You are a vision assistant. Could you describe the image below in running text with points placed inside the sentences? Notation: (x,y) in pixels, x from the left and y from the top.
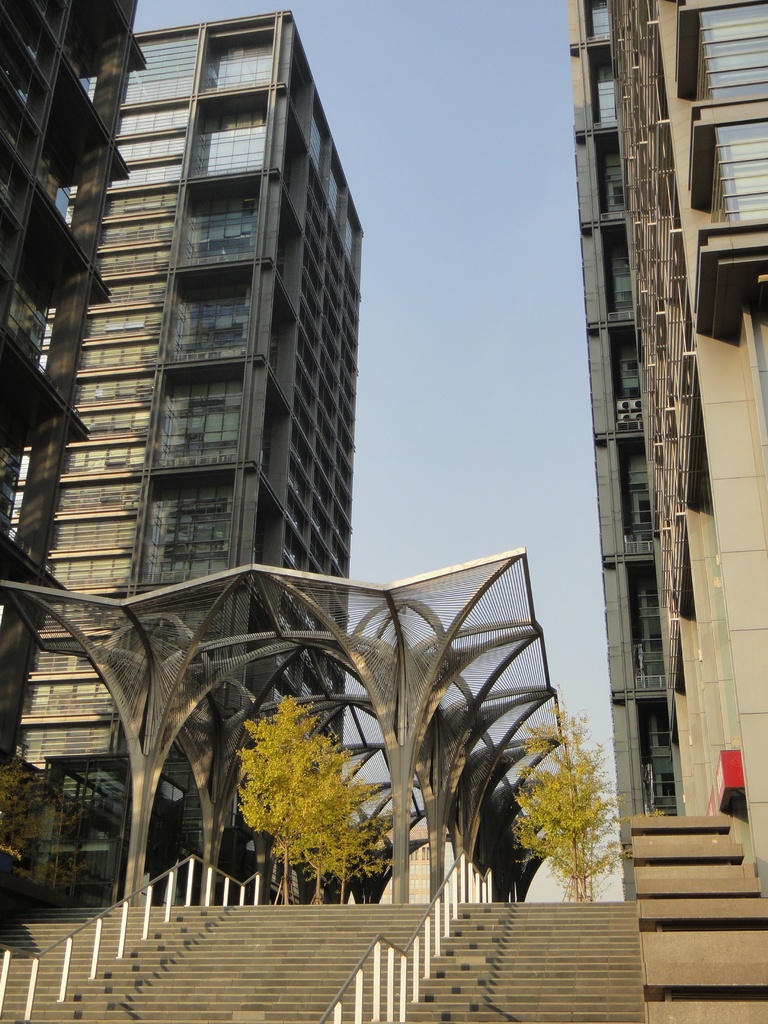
Here we can see steps (482,914), trees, and buildings (8,664). In the background (540,226) there is sky (464,462).
